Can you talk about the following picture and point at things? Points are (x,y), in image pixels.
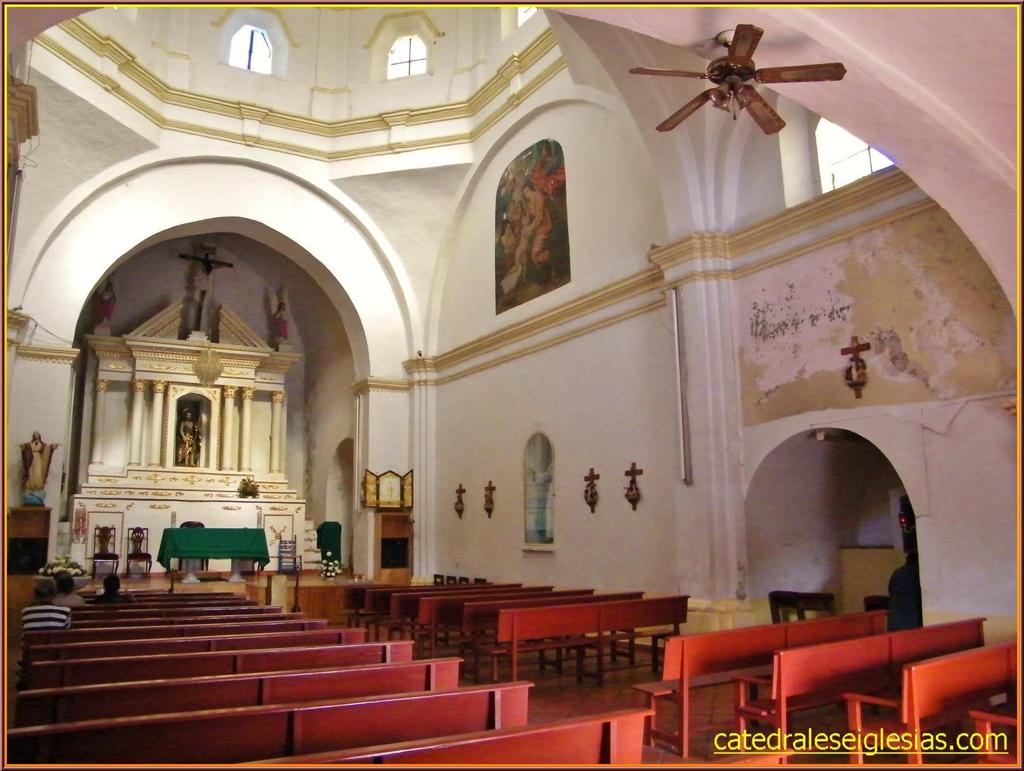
In this image we can see the inner view of a room (490,595). In the room (342,594) there are benches (301,654) on the floor (578,656) and persons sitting on them, wall hangings (490,490) attached to the walls (589,165), ceiling fan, statues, bench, chairs (114,553) and flower bouquets (75,571).
